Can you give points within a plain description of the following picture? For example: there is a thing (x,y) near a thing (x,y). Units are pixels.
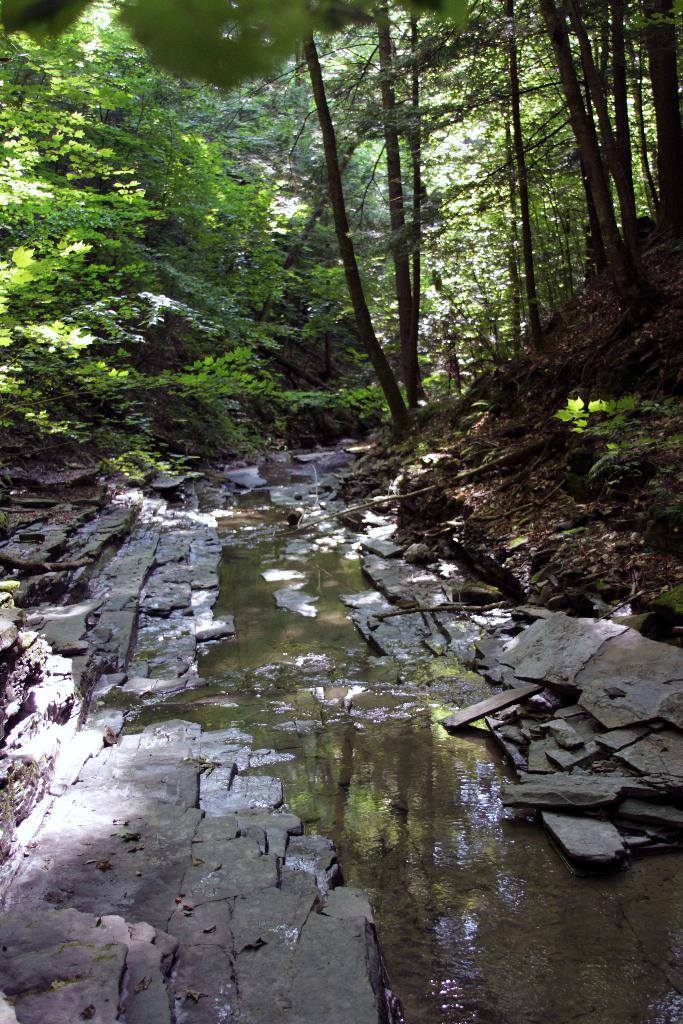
In the image we can see there is a water (350,762) in between the footpath area (38,617), behind there are lot of trees (373,198). There are dry leaves (553,441) on the ground (559,515).
